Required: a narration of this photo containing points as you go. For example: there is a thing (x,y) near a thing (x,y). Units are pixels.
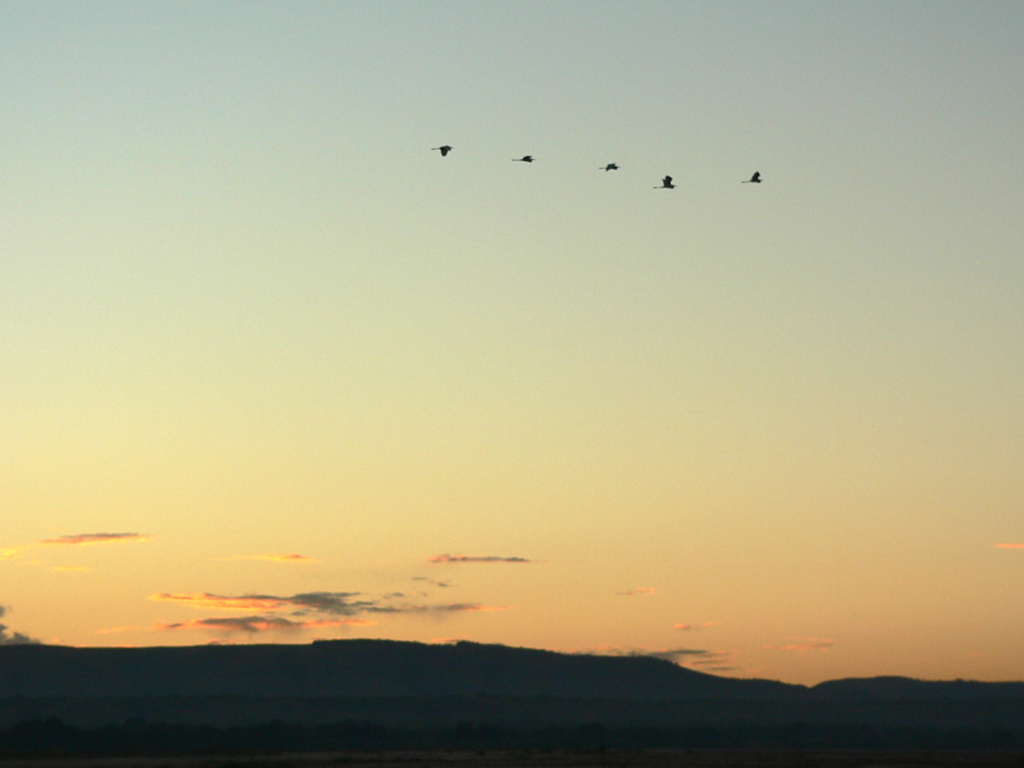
In the picture we can see some hills (116,671) which are dark and we can also see some birds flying in the air (447,472) and we can see a sky (717,271) with clouds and some sunshine (431,474).
